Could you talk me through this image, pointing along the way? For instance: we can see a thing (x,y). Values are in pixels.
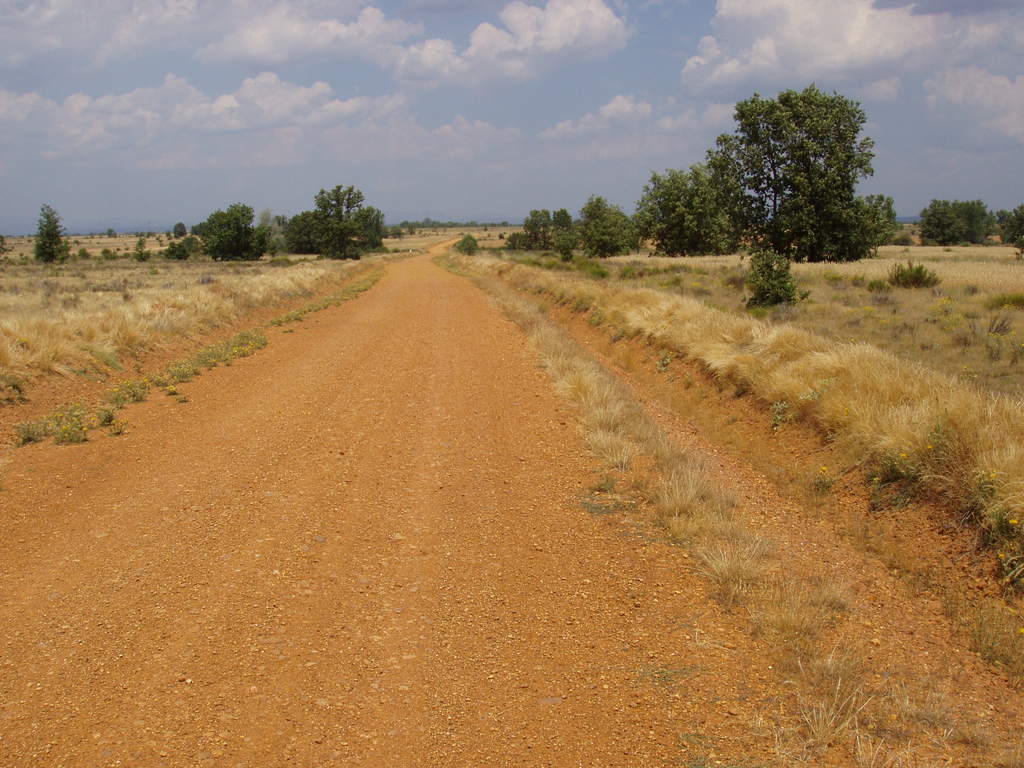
In this image there are many trees (955,214) and also grass (902,334). At the top (267,62) there is sky (488,53) with clouds (785,60) and at the bottom (429,565) there is road (372,637).
